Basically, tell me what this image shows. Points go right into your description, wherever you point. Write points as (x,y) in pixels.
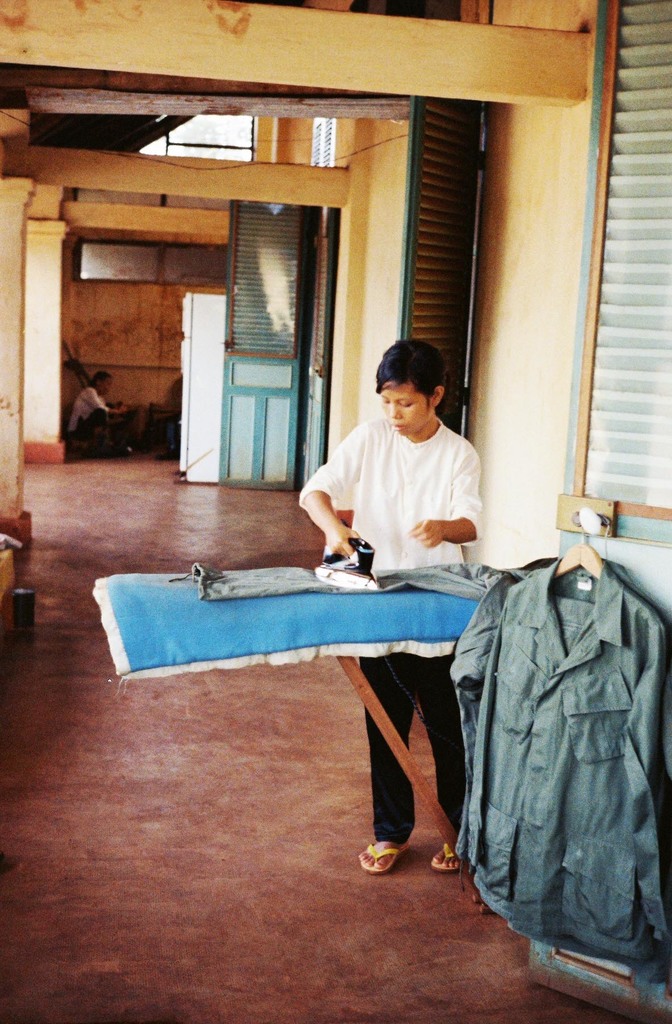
In this picture there is a woman (438,424) who is standing near to the table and holding iron box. On the table (454,598) we can see trouser (483,568) and blanket (250,639). Beside that we can see a shirt (626,715) which is hanging on the window (643,509). On the right (616,390) there is a window blind (653,254) near to the wall (487,275). In the background (92,407) there is a person (92,433) who is sitting. Beside that we can see the doors (321,376).
